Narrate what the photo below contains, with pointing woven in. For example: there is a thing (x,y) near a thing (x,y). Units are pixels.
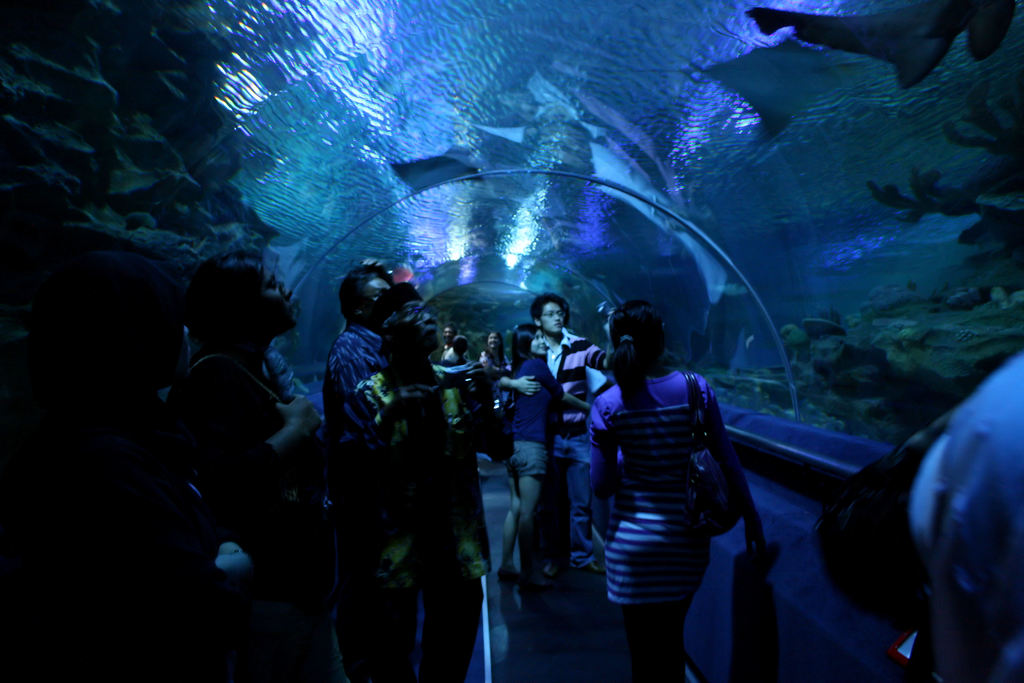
In this picture I can see there is a aquarium tunnel (608,186) and there is water (679,81), there are few fishes (760,117), rocks (155,146) into left and right. There are few people (563,347) standing here in the tunnel (709,587), to right side (1004,518) there is a person (992,426), there is a woman (681,528) standing next to him and she is holding a bag (747,611) and she has a handbag (691,449). There are few more people (463,402) standing here and they are holding camera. There is water (424,154) in the aquarium (353,159).
